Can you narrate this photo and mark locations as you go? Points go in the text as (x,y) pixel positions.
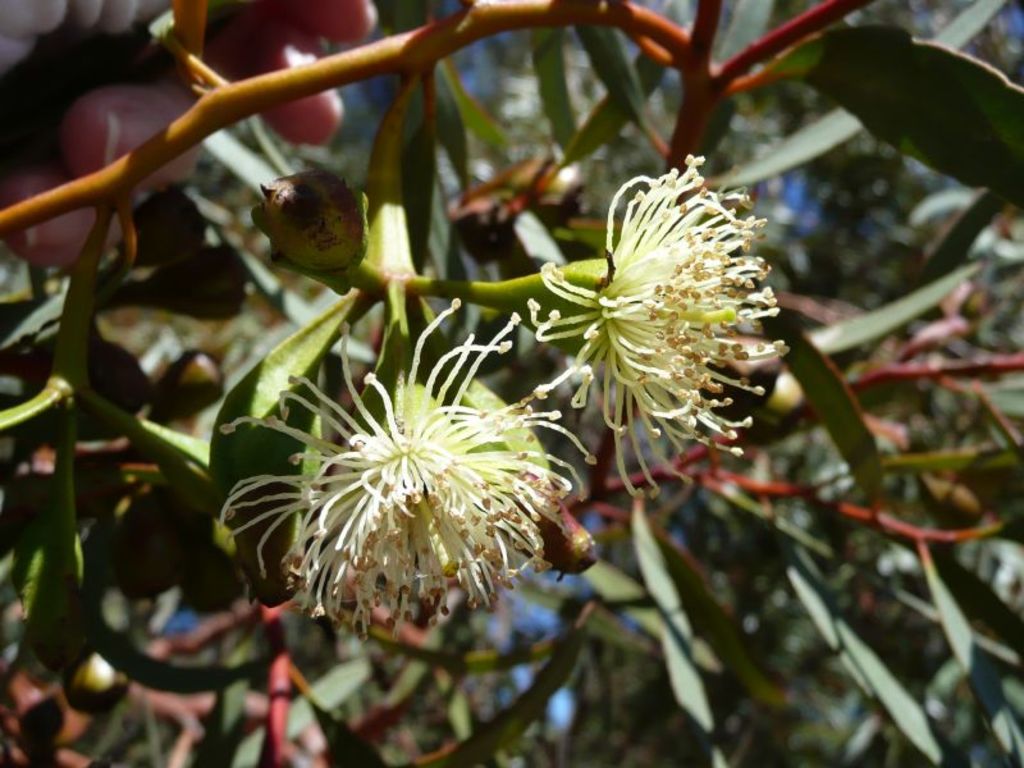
In this image in the front (716,314) there are plants (563,332) and on the top left (179,95) there is the hand (227,73) of the person (227,73) which is visible. In the background (599,580) there are leaves (632,568).
